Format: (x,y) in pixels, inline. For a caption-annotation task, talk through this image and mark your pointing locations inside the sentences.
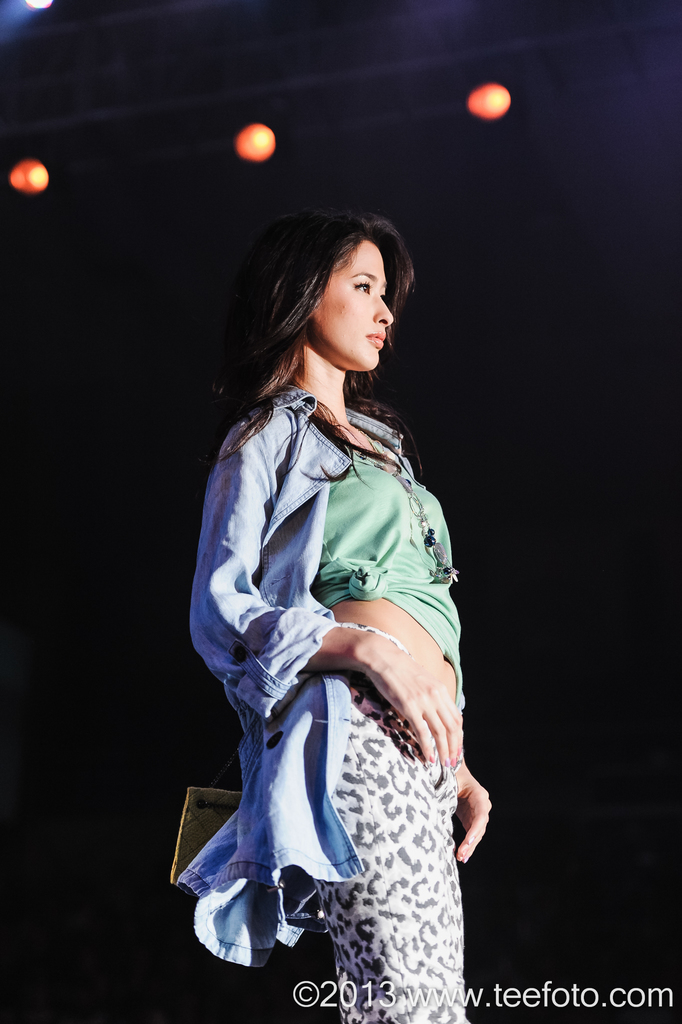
In the center of the image (310,511) a lady (310,511) is there. At the top of the image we can see some lights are present.
